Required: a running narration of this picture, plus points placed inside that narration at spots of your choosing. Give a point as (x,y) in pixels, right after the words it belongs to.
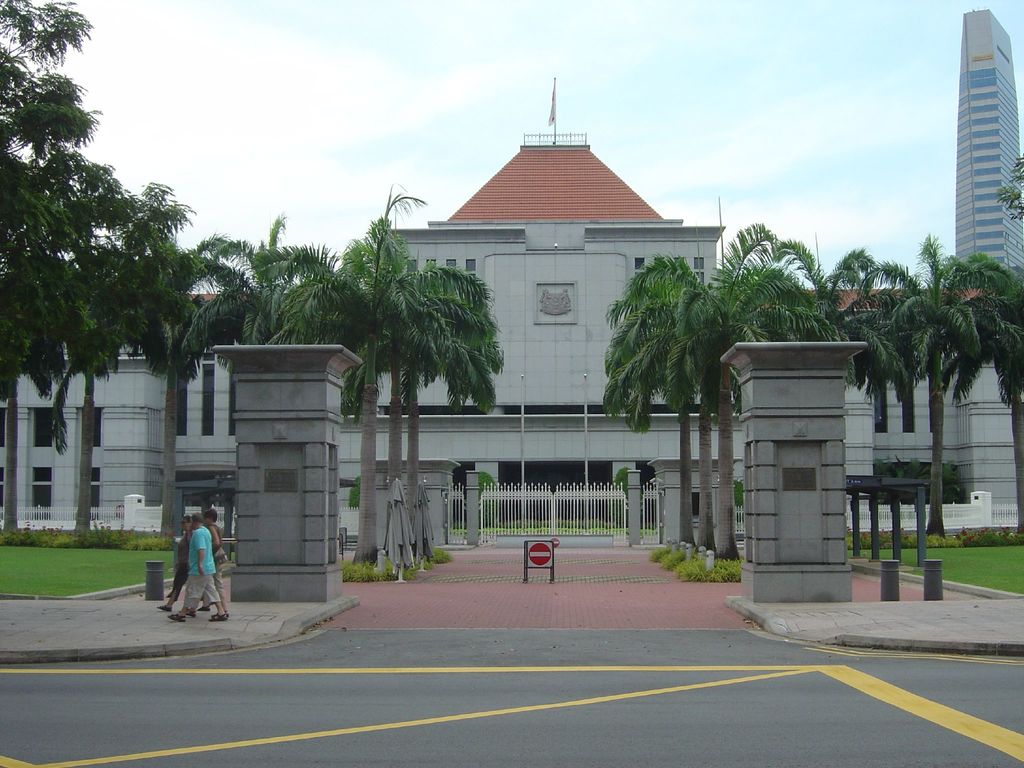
In the foreground of the picture (639,600) there is road (751,672) and footpath (872,598), on the footpath (189,630) there are people (198,593) walking. In the center of the picture (381,346) there are palm trees (698,347), shrubs (676,563), grass (118,553) and gate (651,509). In the background (556,294) there are buildings (983,132). At the top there is a flag (551,119). Sky (520,115) is cloudy.
